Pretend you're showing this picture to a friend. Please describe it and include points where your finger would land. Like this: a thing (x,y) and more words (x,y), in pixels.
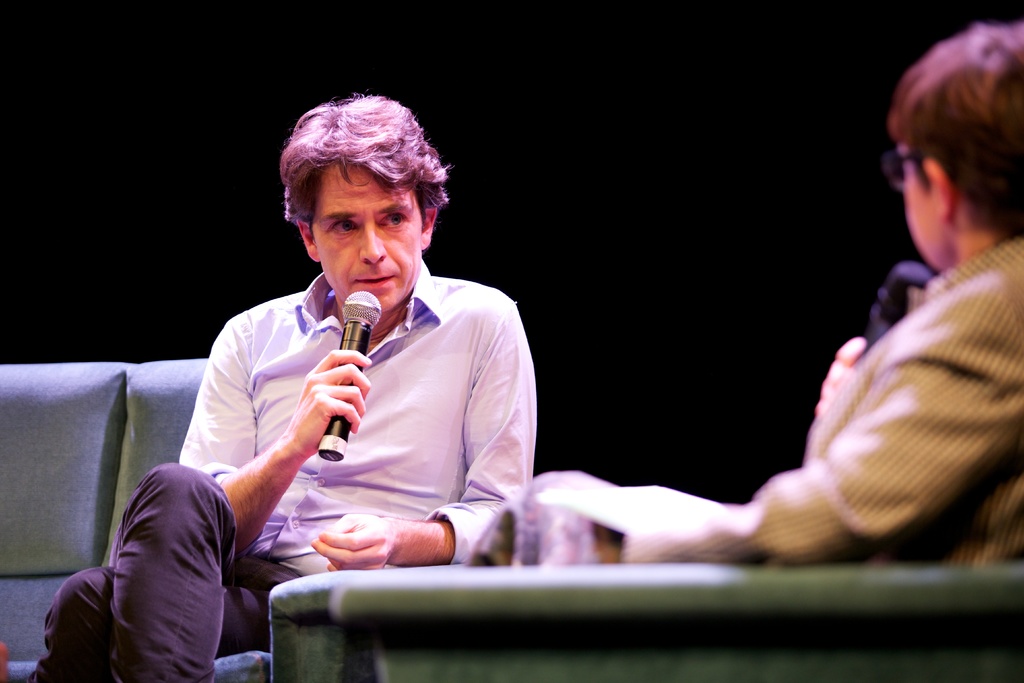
There are two people (918,449) sitting and holding microphones (355,323). We can see sofa (169,425) and chair (602,576). In the background (524,199) it is dark.
